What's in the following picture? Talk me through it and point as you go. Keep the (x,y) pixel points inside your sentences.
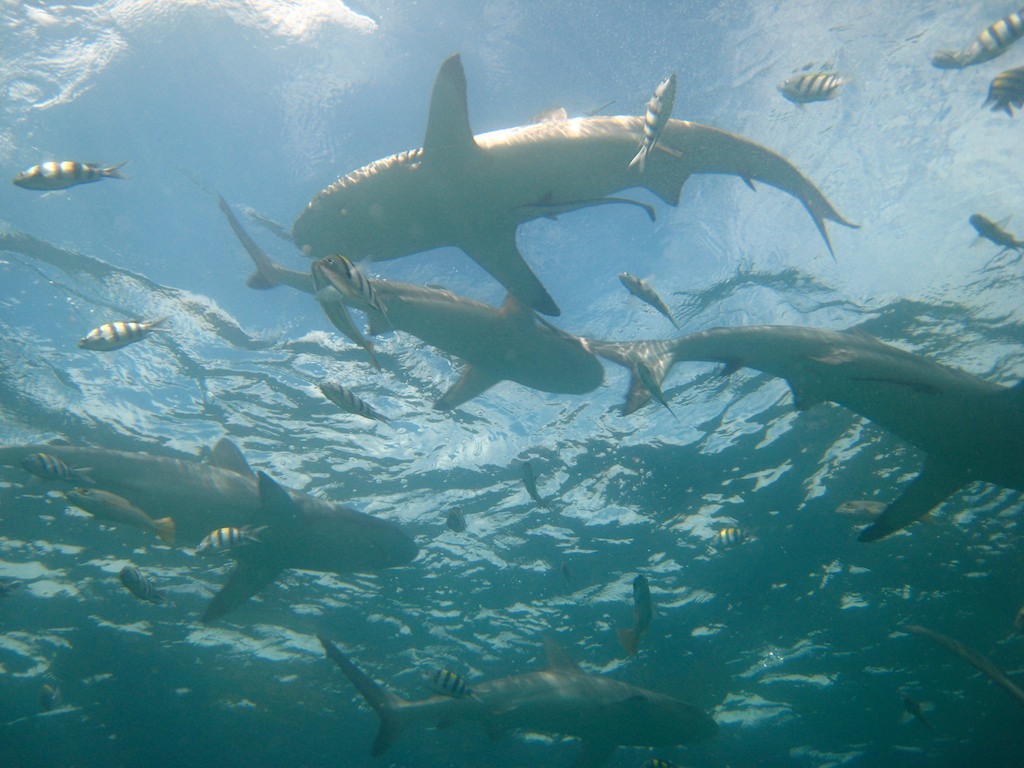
In the image we can see there are many fishes (219,452) in the water (425,455).
